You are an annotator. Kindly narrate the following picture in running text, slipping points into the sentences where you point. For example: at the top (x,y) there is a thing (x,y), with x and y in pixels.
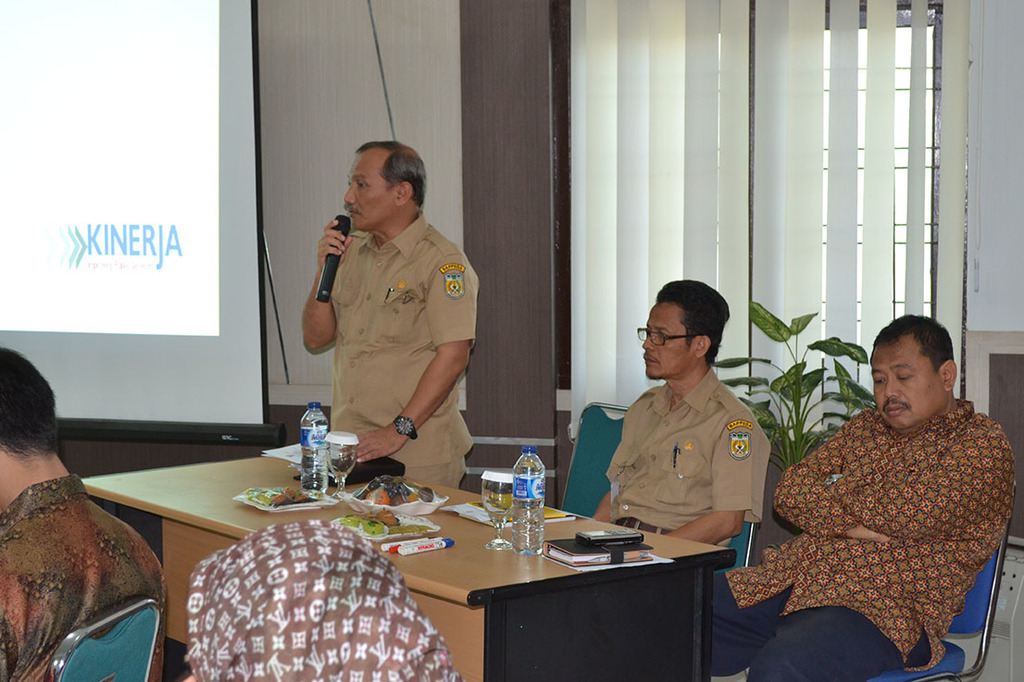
In this Image I see 5 persons (251,631) in which 4 of them are men (847,553) and these 3 are sitting on chairs (106,657) and this man (362,409) is standing and holding a mic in his hand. I can also see a table (431,520) over here on which there are bottles (319,425), glasses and other things (408,520) on it. In the background (287,436) I see the projector screen (237,427), a window (931,1), wall (326,22) and a plant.
